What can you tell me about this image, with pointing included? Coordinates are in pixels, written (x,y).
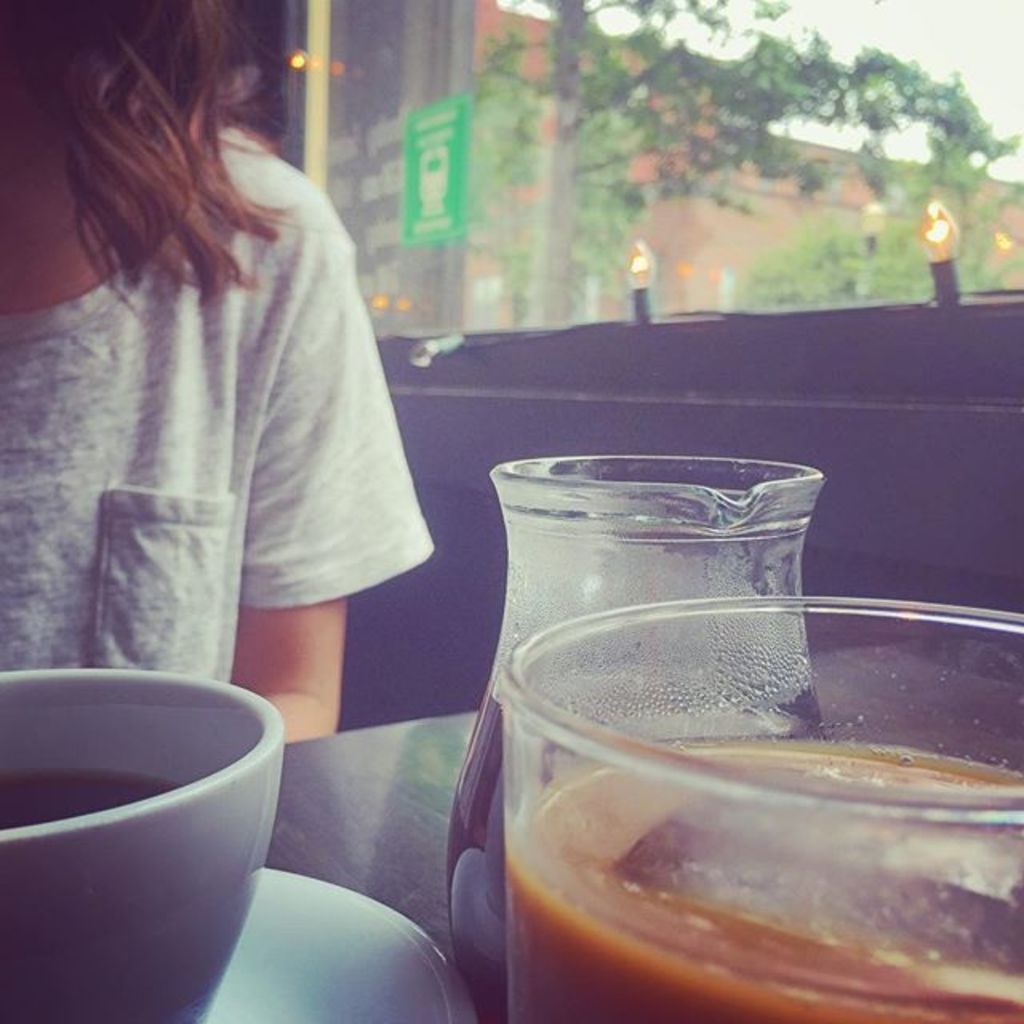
In this picture we can see a person (155,456). There is a cup (225,774), glass (596,857), plate (251,1013), and a jar (772,725) with drink (640,948) on the table (435,735). Here we can see a glass (811,185) and lights (943,256). From the glass (792,305) we can see trees (696,190), poster (461,108), building (667,219), and sky (1012,79).
